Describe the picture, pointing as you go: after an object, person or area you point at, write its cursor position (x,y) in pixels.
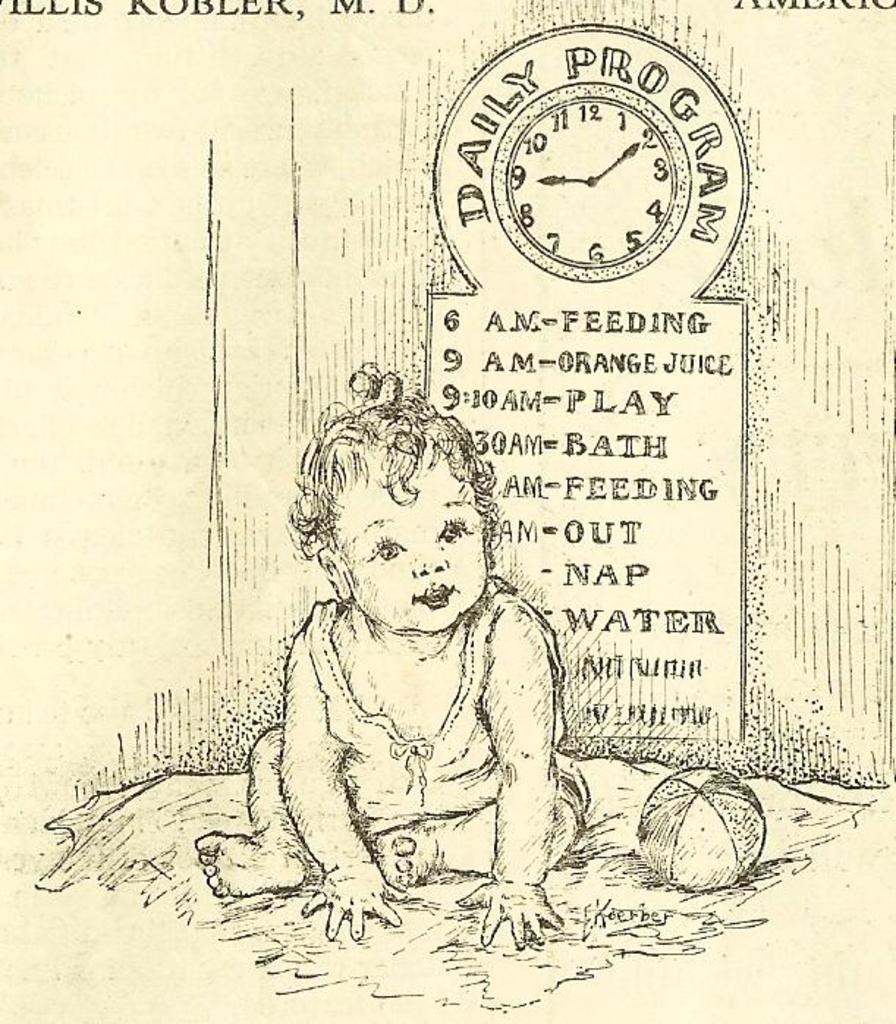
In this picture we can see a paper (313,656), there is a sketch (351,655) of a child (399,715) and a ball (676,851) on the paper (705,839), in the background (563,202) there is some text (647,334) and clock (615,142).
